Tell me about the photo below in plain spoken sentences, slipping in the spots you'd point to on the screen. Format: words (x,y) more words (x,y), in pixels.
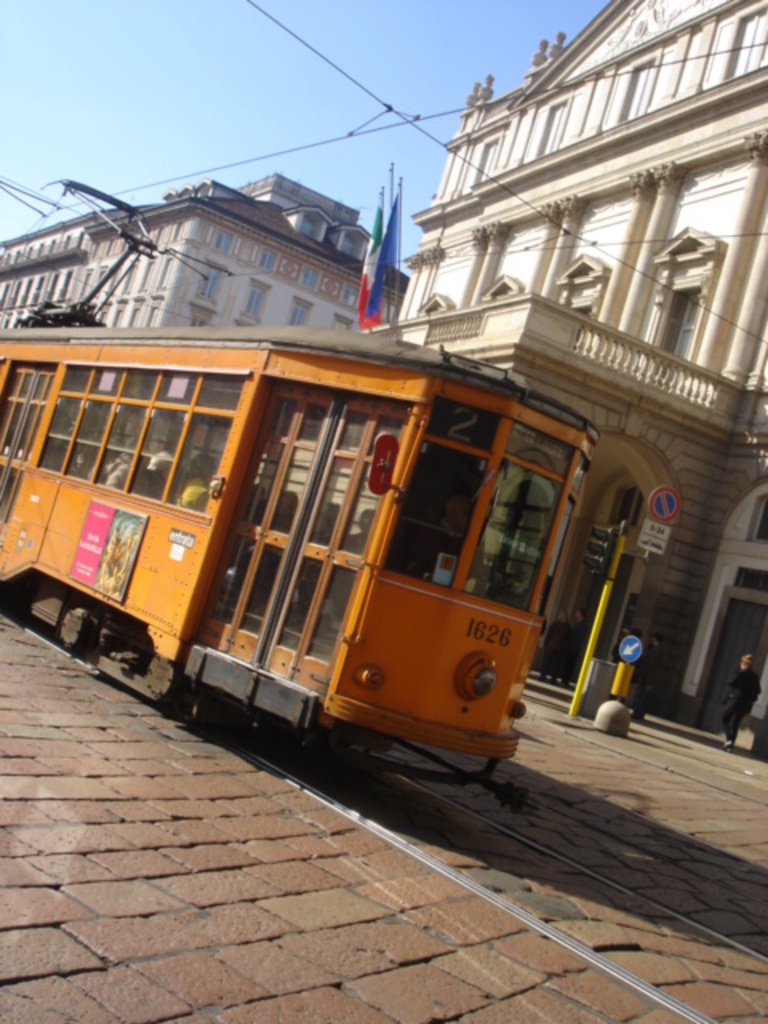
In this picture I can see a train (205,450) in the middle (264,622), in the background (530,285) there are buildings (488,254), flags (385,271). There are traffic signals (594,563) and boards (640,650), I can see a person (570,657). At the top (231,143) there is the sky (234,139).
